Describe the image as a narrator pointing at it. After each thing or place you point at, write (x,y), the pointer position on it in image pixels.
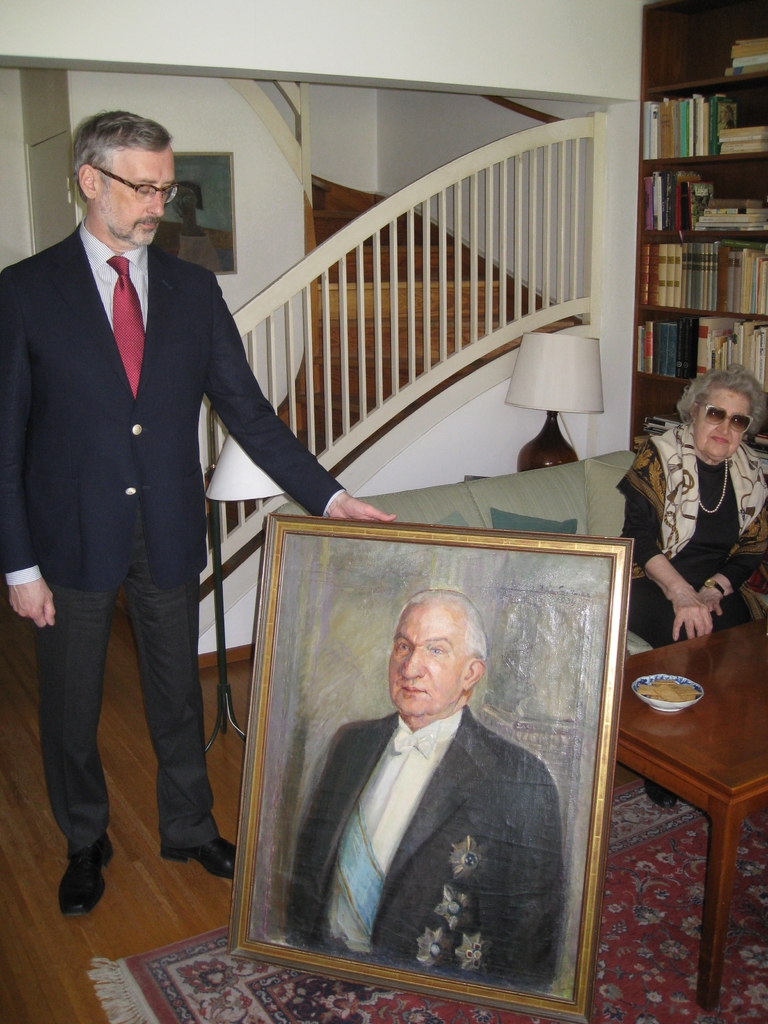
In the image I can see a woman (689,485) is sitting on the sofa (587,508) and a man (129,486) is standing on the floor (123,654) and holding a photo frame (376,621) which is on the floor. In the photo frame (365,880) I can see a painting (419,770) of a man (440,727). In the background (661,223) I can see a light lamp (517,383), shelf (655,231) which has books (661,116), staircase (328,401), a table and some other objects (169,233).
